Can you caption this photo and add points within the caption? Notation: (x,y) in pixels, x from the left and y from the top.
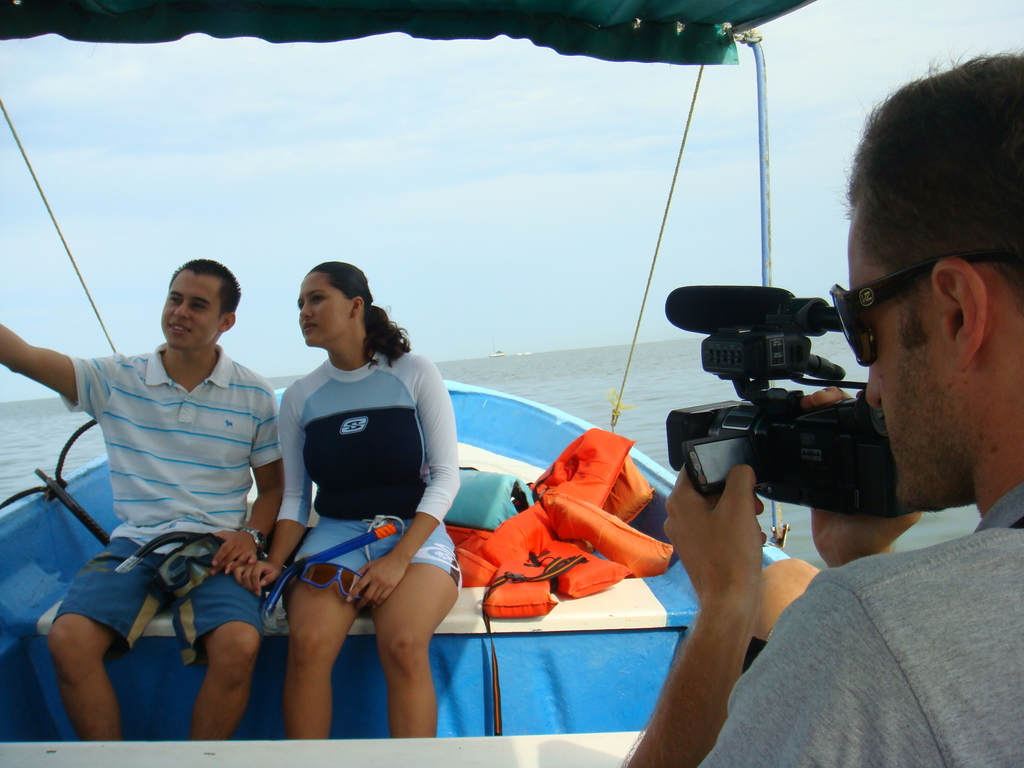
In this picture there are two people (198,502) are sitting on the boat (478,605) with life jackets (511,545) beside them. On the opposite side there is a guy (797,590) shooting them. The picture is clicked on a boat (182,23).
